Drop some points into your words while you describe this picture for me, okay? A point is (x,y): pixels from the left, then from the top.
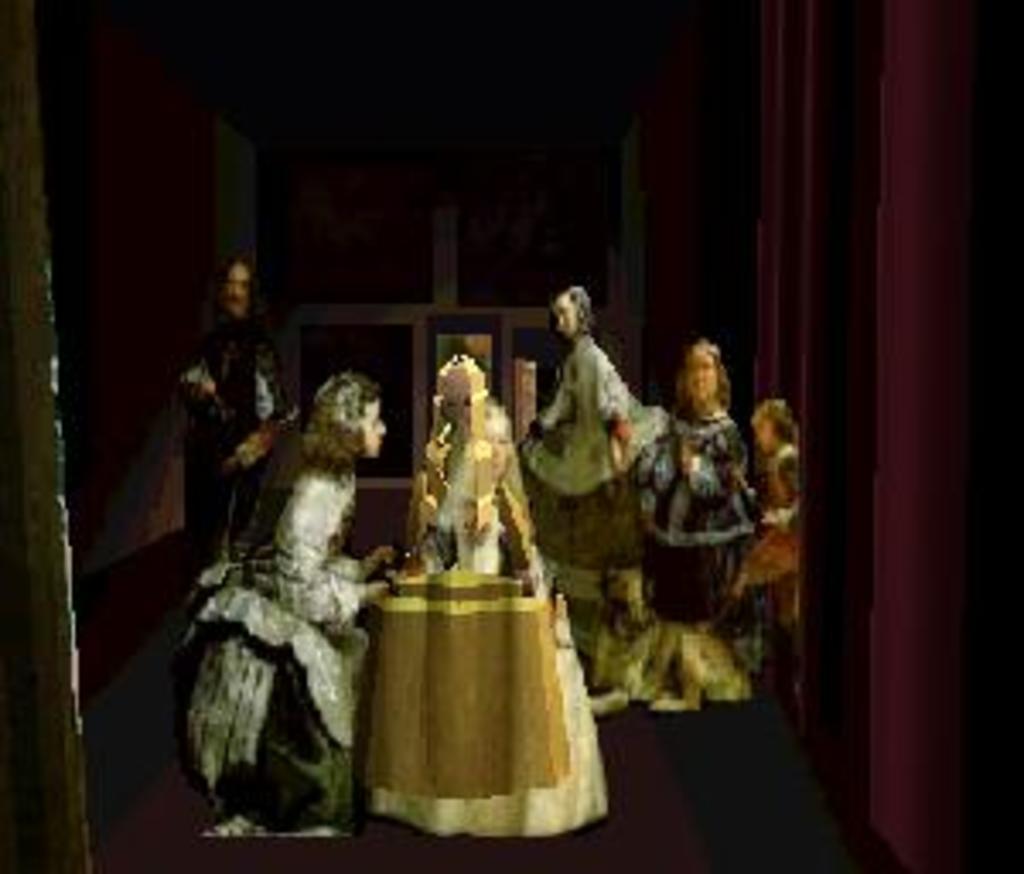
This image consists of a frame (380,757). In which we can see the depiction of persons (550,458). At the bottom (646,812), there is a floor (727,819). The background (460,191) is too dark.
